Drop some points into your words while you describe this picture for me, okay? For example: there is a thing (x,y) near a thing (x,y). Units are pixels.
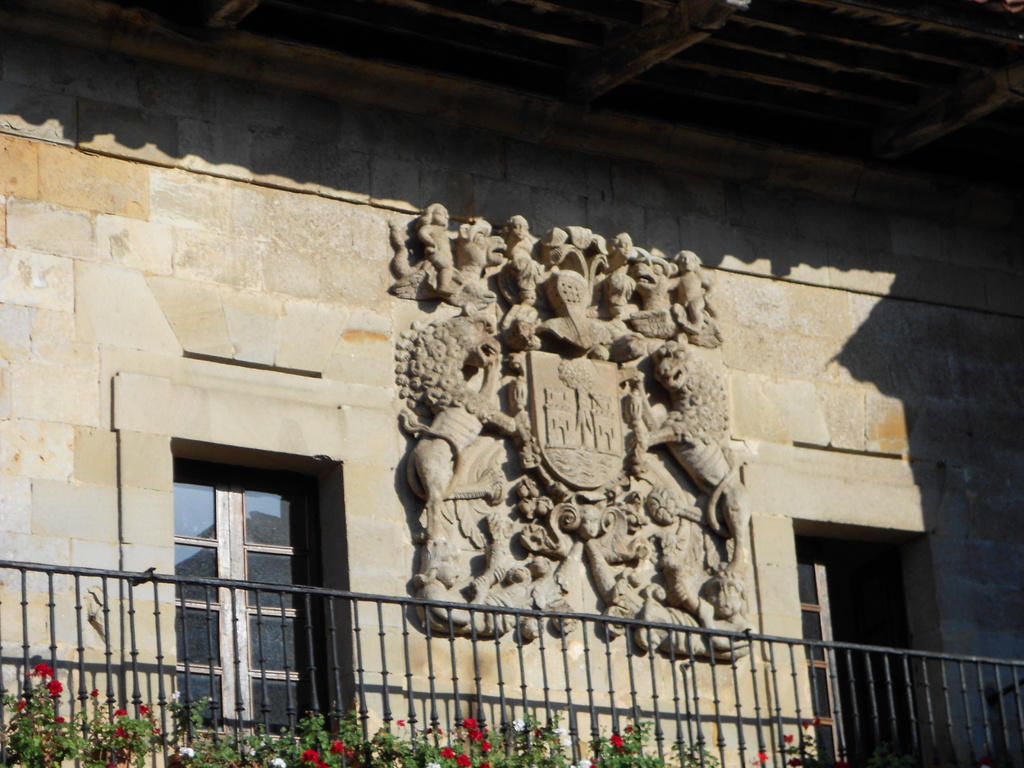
At the bottom of the picture (315,738), we see plants (234,751). These plants (475,730) have flowers (615,741). These flowers (489,748) are in red and white color. Beside that, we see an iron railing (385,680). Behind that, we see windows (251,472) and a wall (259,399). In the middle of the picture (621,385), we see the stone carved wall (525,426).
